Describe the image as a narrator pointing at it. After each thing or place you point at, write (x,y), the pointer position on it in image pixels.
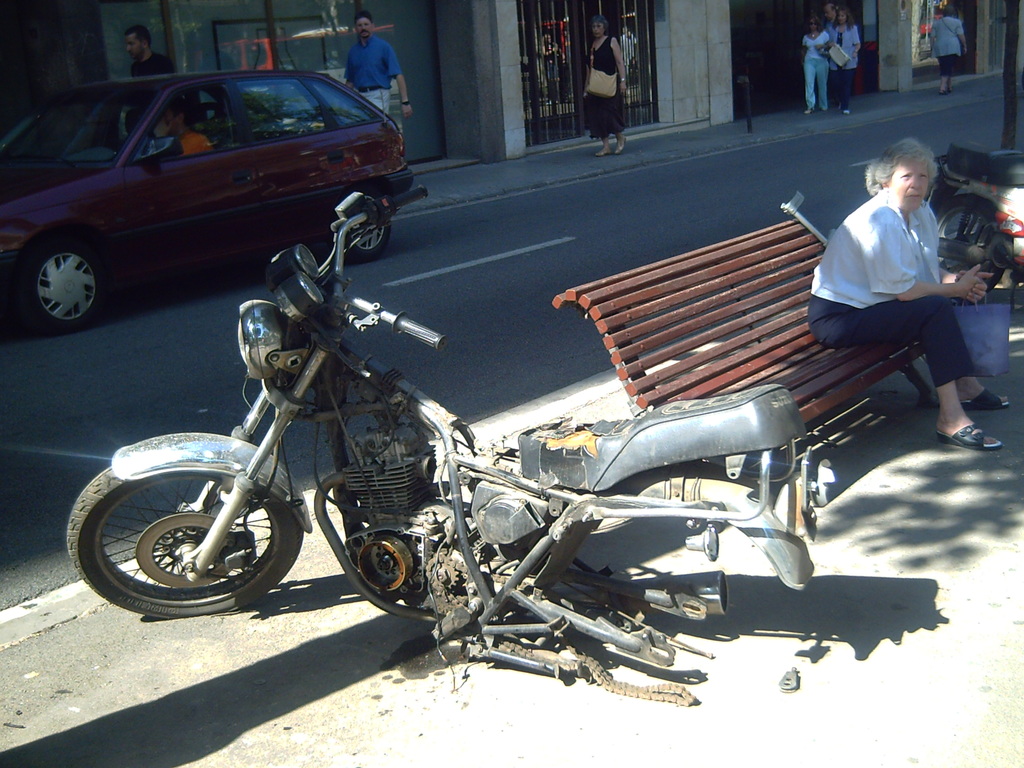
In the right middle of the image (816,273), there is a woman (903,156) sitting on the bench (817,366). And both side of that bench (730,361) bikes (357,559) are parked. In the background (597,109), there are people (608,118) walking on the road (579,183). In the left top of the image (217,78), there is a car (318,234) which is pink wine in color and a person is driving a car (183,202) on the road (142,354). In the back (519,123) the buildings (545,100) are visible which are white in color. This image is taken in a day time.
